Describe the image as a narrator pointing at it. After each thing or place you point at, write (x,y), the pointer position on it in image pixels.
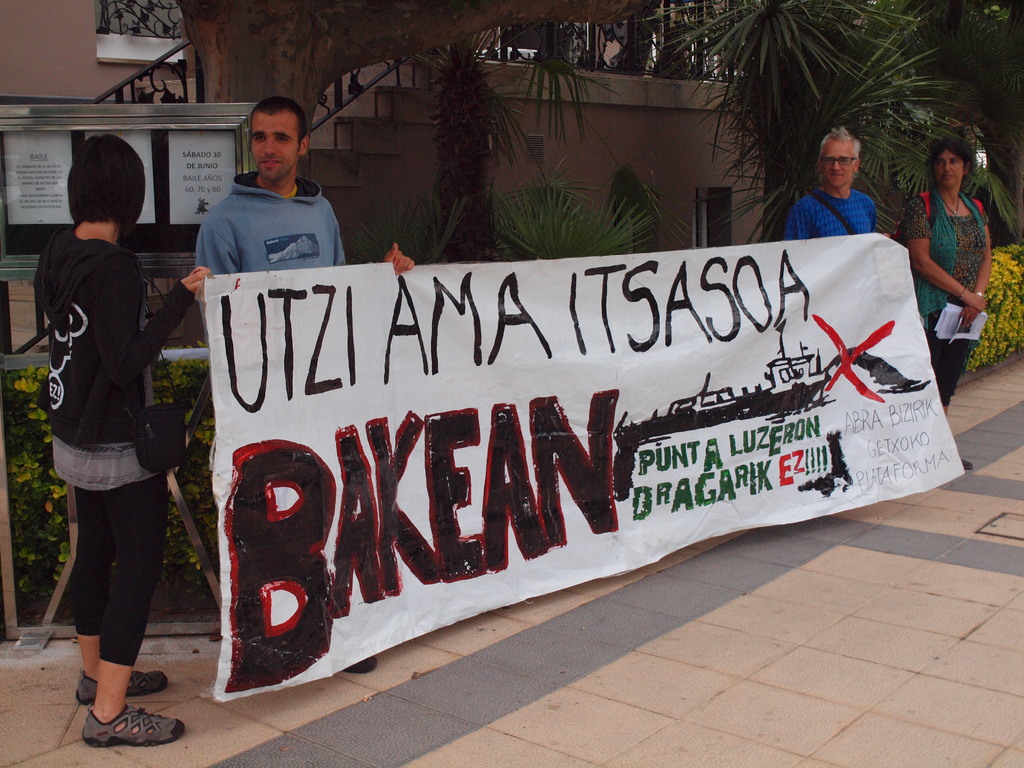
In the center of the image (536,372) we can see some persons (137,562) are standing and holding banner (463,433). In the background of the image (7,508) we can see a building (592,147), stairs (348,120), grilles (350,100), boards (220,152), trees (485,8), wall (513,190) and some bushes (1005,291). At the bottom of the image (842,699) we can see the road (812,723).
